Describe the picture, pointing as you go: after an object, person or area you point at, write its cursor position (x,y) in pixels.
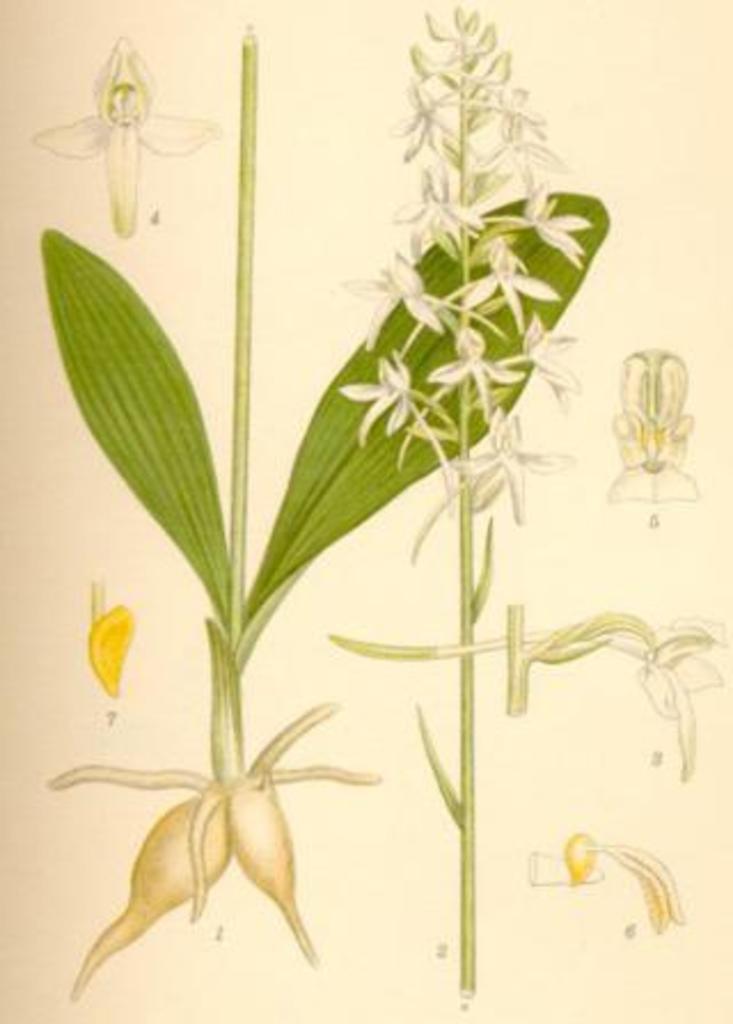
This is a page (583,445) and in this page (190,893) we can see flowers (409,140) and leaves (461,402).
